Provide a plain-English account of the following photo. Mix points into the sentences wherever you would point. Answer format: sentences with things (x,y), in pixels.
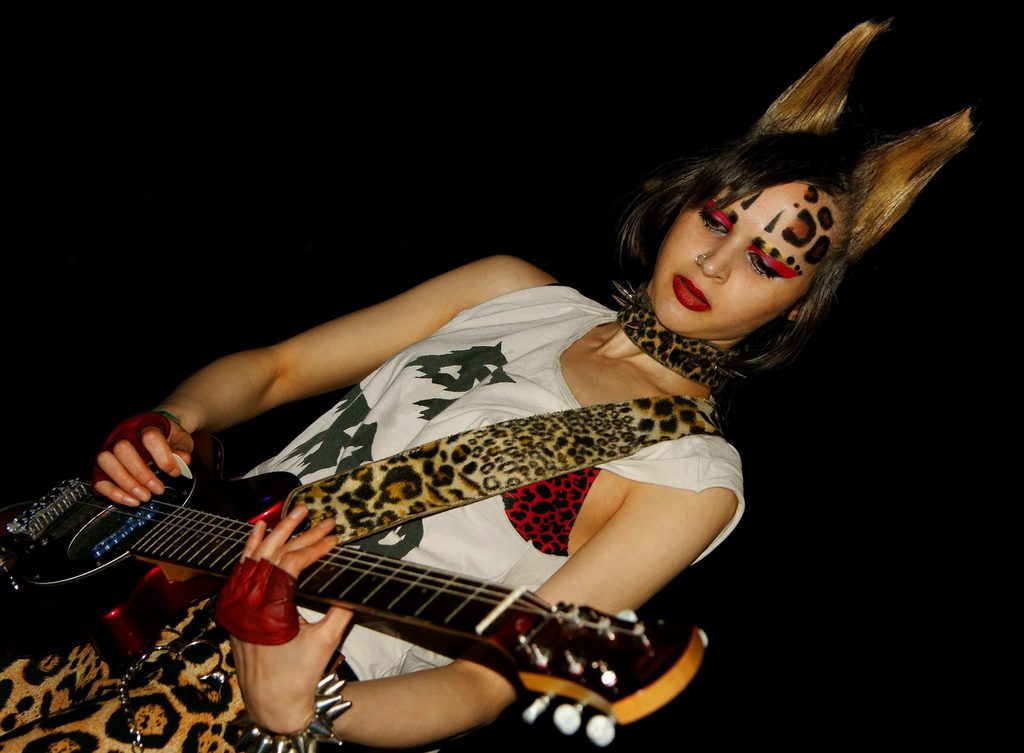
As we can see in the image there is a woman (300,562) holding guitar (130,596).
